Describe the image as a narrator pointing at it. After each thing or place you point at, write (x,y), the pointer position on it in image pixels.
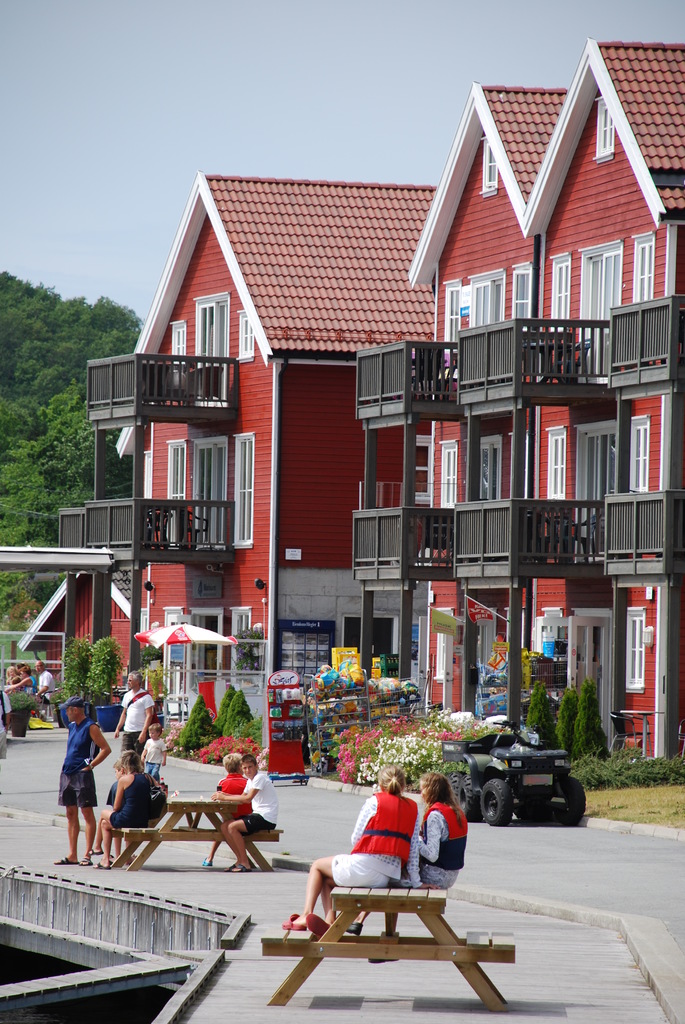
There are some people (83,733) in front of a building (333,528).
